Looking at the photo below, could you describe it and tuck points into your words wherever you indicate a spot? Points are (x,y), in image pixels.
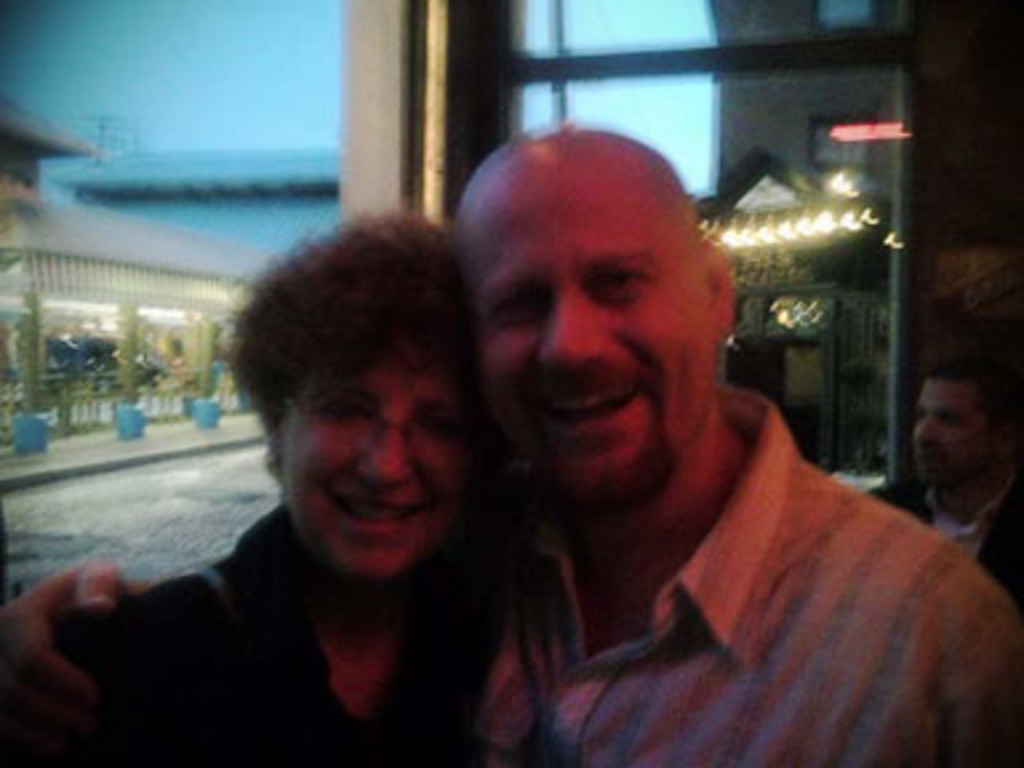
In this image we can see a man (591,503) and a woman (365,427). In the background (111,314) there are lights (88,303). Also there is a building (182,234) and we can see a man (970,449). And the image is looking blur.
